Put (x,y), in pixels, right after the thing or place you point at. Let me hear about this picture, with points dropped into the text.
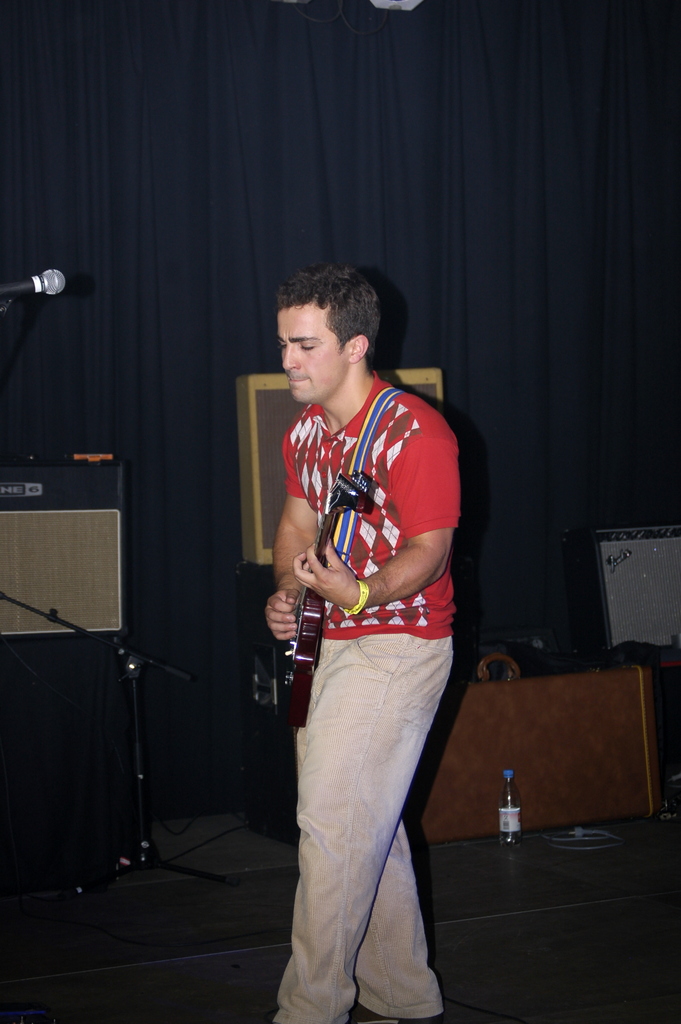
In this image the person (288,584) is standing and holding a guitar (310,615). There is a mic (37,284).
